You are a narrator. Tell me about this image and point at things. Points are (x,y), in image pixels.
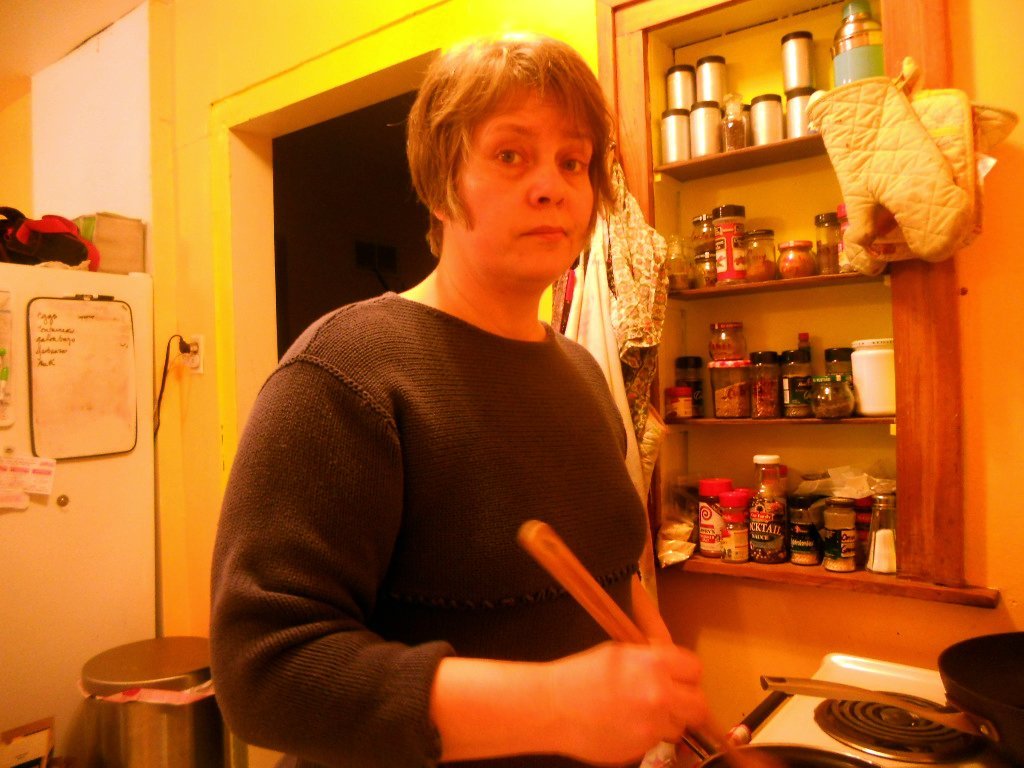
In the center of the image (373,501), we can see a lady (528,416) holding an object (625,634) and in the background (835,349), we can see jars (815,409), some other objects (755,132) in the rack (822,315) and there is a bag (88,249) and we can see a container (136,670) and some boards (93,321) and other objects (21,320) and there are clothes (629,308) and we can see pans (1000,691) on the stove (806,708).
